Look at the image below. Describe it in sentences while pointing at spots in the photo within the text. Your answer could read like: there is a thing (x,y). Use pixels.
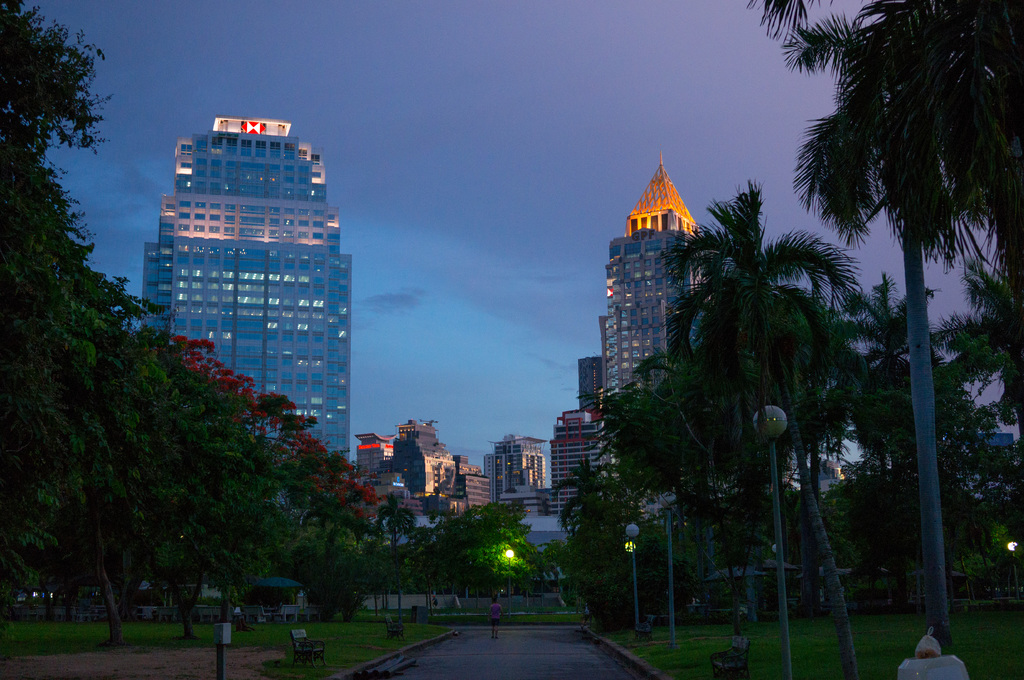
In this picture we can see some trees (44,461) in the garden (827,601). On the right side (876,345) there are some coconut trees (907,200) and light poles (671,530). Behind there is a big buildings (521,461) and glass windows (285,289).
